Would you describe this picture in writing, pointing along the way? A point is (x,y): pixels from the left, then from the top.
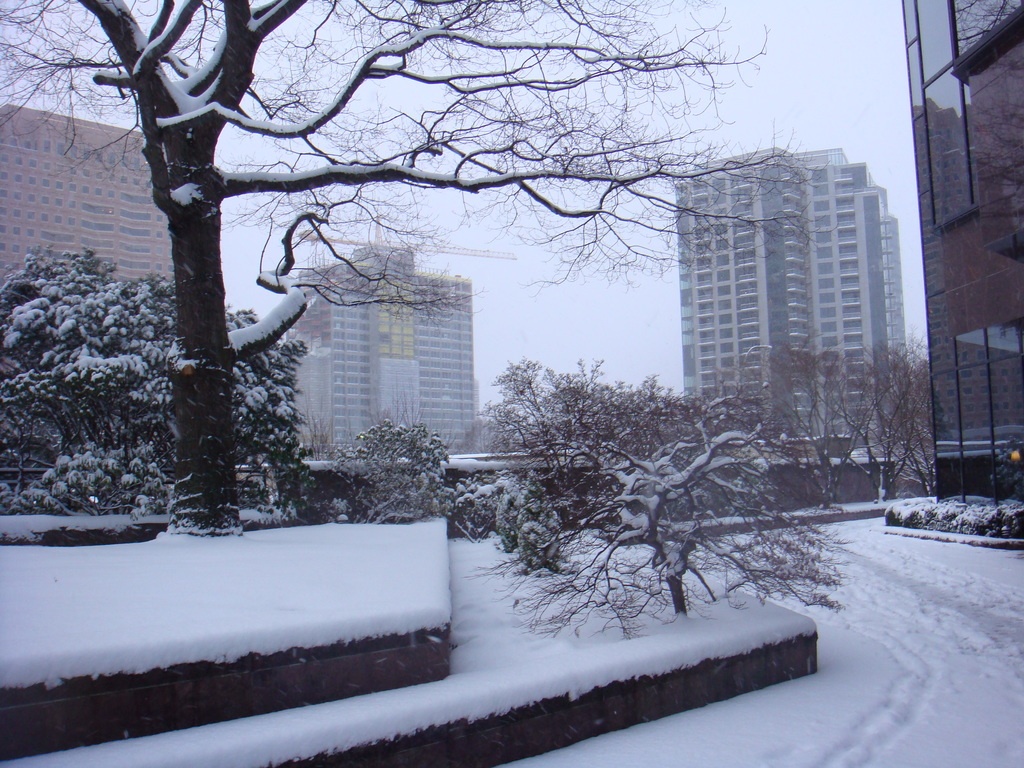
In the picture I can see the ground (799,691) is covered with snow (756,707) and there are few trees (268,338) in the left corner (212,327) which are covered with snow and there are buildings (140,241) in the background (125,245).
